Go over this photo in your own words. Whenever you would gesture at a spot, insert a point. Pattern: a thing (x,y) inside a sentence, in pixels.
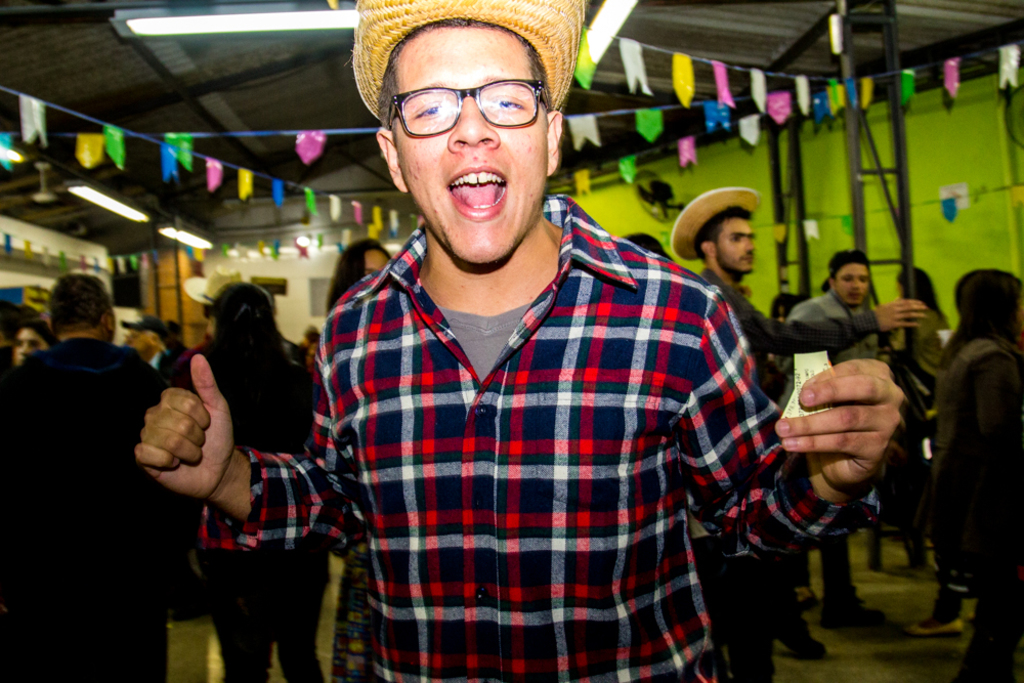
There is a party going on and in the front (434,365) a man (628,427) is standing and he is very excited and behind the man (525,379) there are a lot of people (720,266) enjoying the party and there are different decorations (89,157) done to the room (561,166) and to the roof (161,69) there are some lights (104,194) and the background (37,202) is blurry.
